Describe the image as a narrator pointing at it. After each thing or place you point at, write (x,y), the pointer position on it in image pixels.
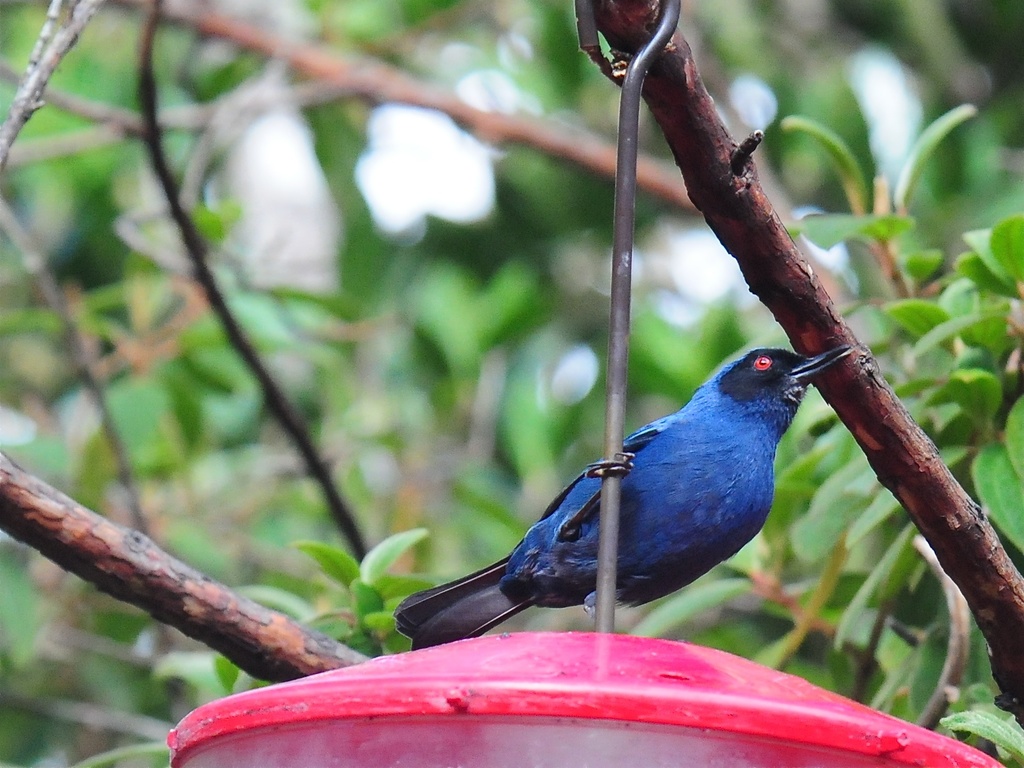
This is a bird (643,558) standing on the hanger (613,576). I can see an object (655,701), which is red in color. These are the branches (179,601). In the background (225,581), I can see leaves (499,345) and trees (366,363). This bird (647,489) is blue and black in color.
